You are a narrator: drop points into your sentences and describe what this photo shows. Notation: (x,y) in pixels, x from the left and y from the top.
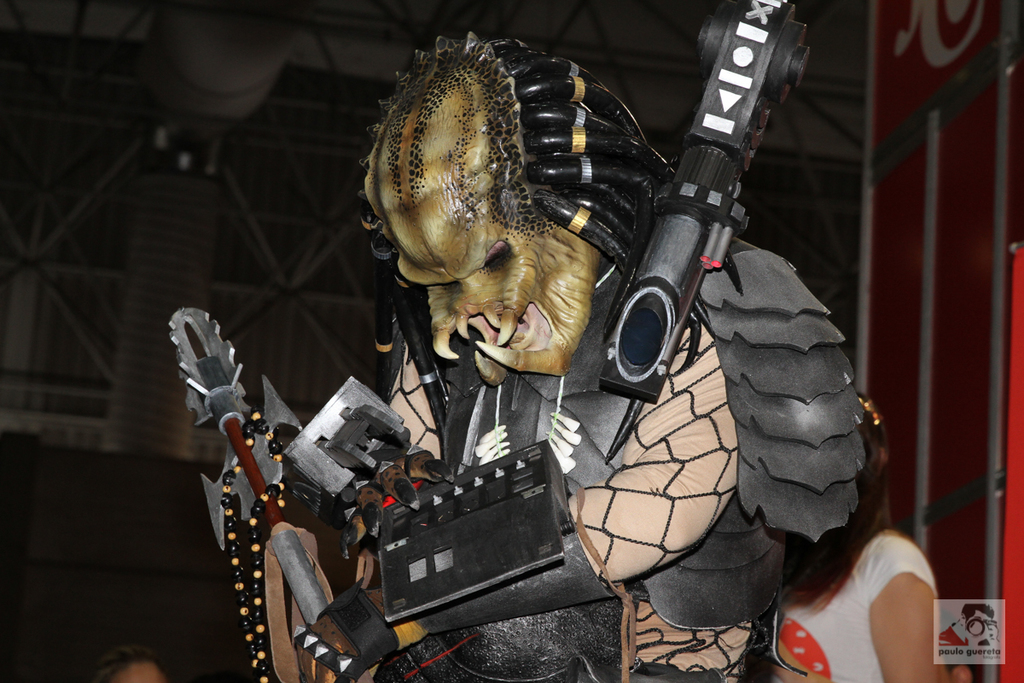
This image is taken indoors. In this image the background (208,632) is a little dark and there is a wall (948,260). In the middle of the image (462,317) there is a person (491,132) in a costume (617,651). On the right side of the image (809,578) there is a woman (850,597).
